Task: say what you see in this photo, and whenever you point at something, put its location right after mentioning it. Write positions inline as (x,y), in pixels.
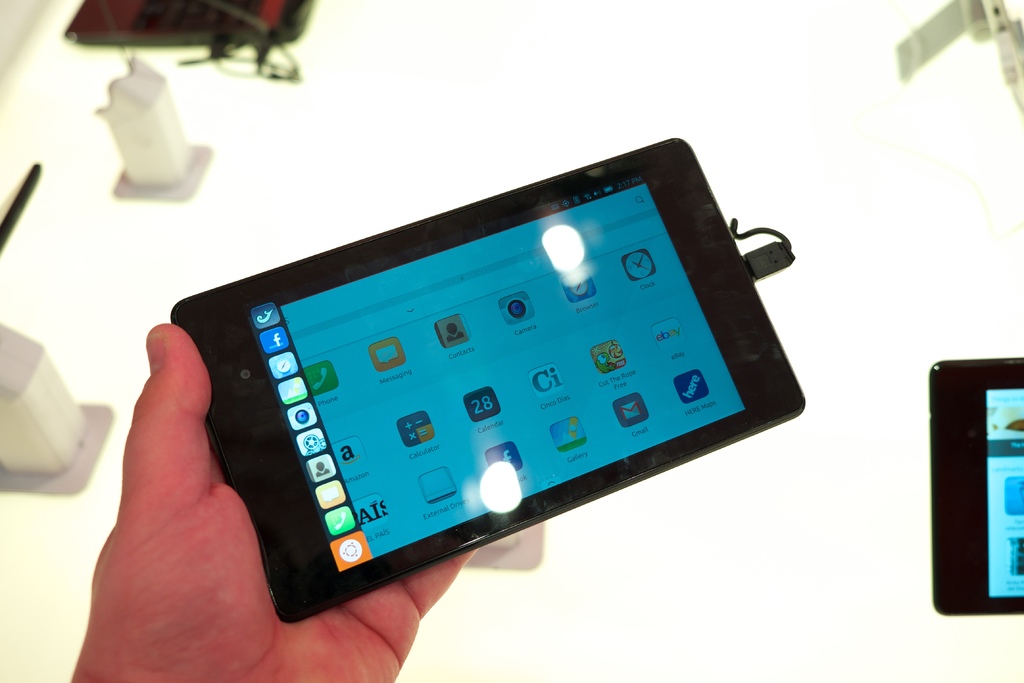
This image consists of a tablet (524,447). A person (219,548) is holding the gadget (274,439). At the bottom (614,646), we can see a table (763,571) on which there are many gadgets (103,16).
